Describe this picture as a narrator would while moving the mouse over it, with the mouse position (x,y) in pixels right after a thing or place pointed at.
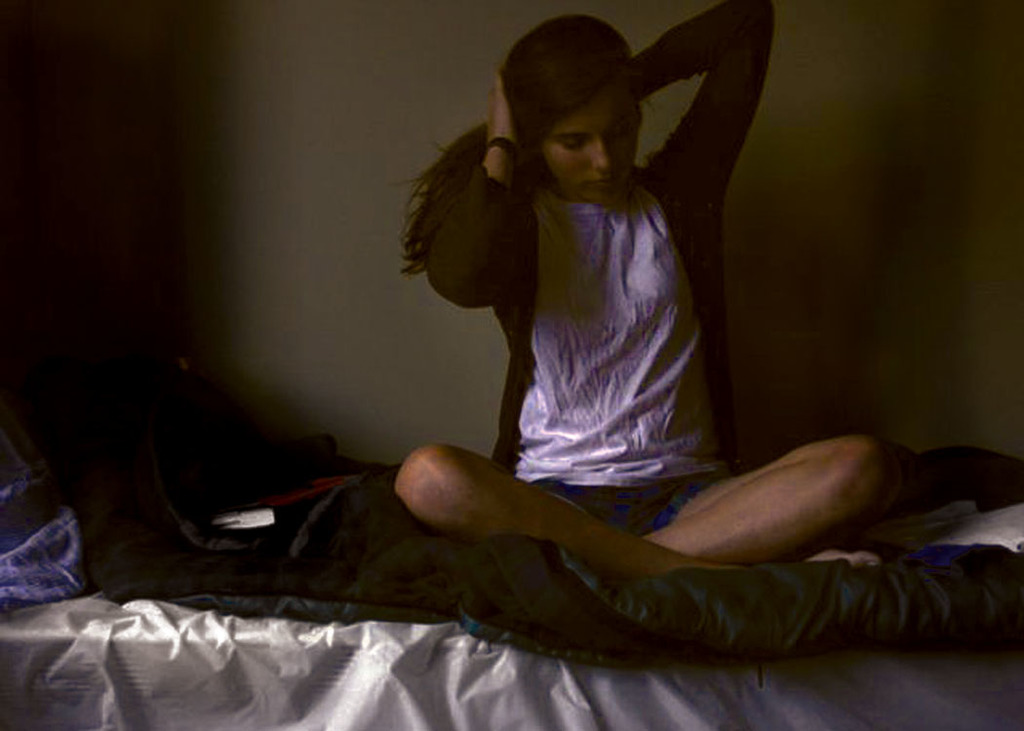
This image consist of a woman (561,352) sitting on a bed (834,528). She is wearing white t-shirt (601,321). In the background (232,144), there is wall (316,127) in green color. At the bottom (465,693), there is a white color cloth (248,658).
